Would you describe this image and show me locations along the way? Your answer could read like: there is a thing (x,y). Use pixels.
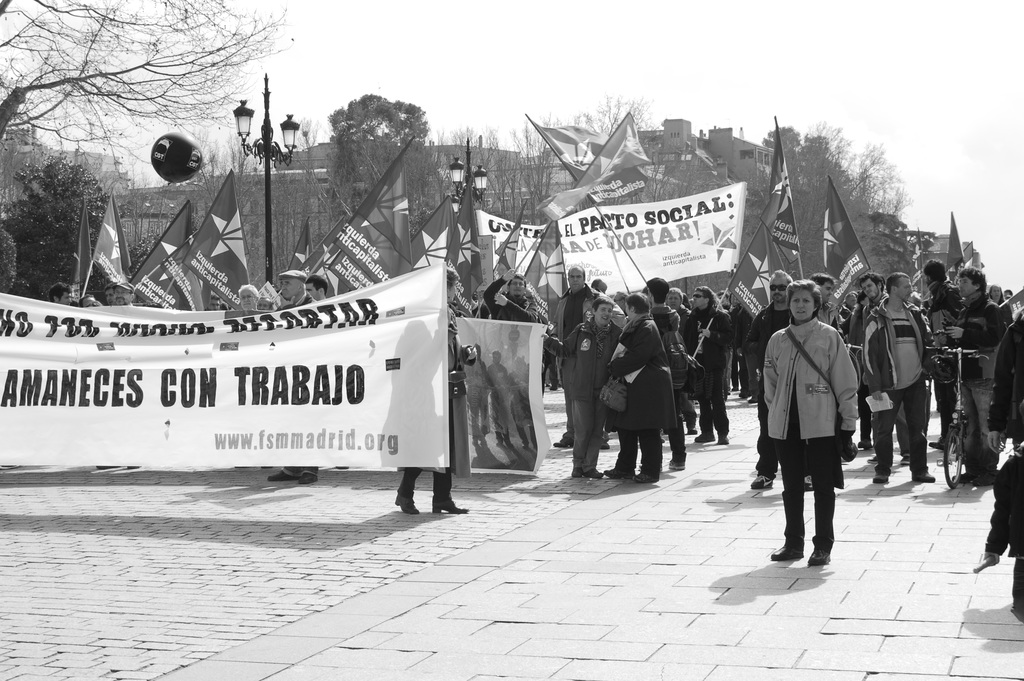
In this image we can see a group of people (832,349) standing and holding a banner (398,400) with some written text (180,380), near that we can see street lights (473,170), behind we can see the buildings (262,184). And we can see the trees (28,289) and dried trees (813,183), we can see the sky (983,224) in the background (796,52), at the bottom (670,640) we can see the floor (96,543).
